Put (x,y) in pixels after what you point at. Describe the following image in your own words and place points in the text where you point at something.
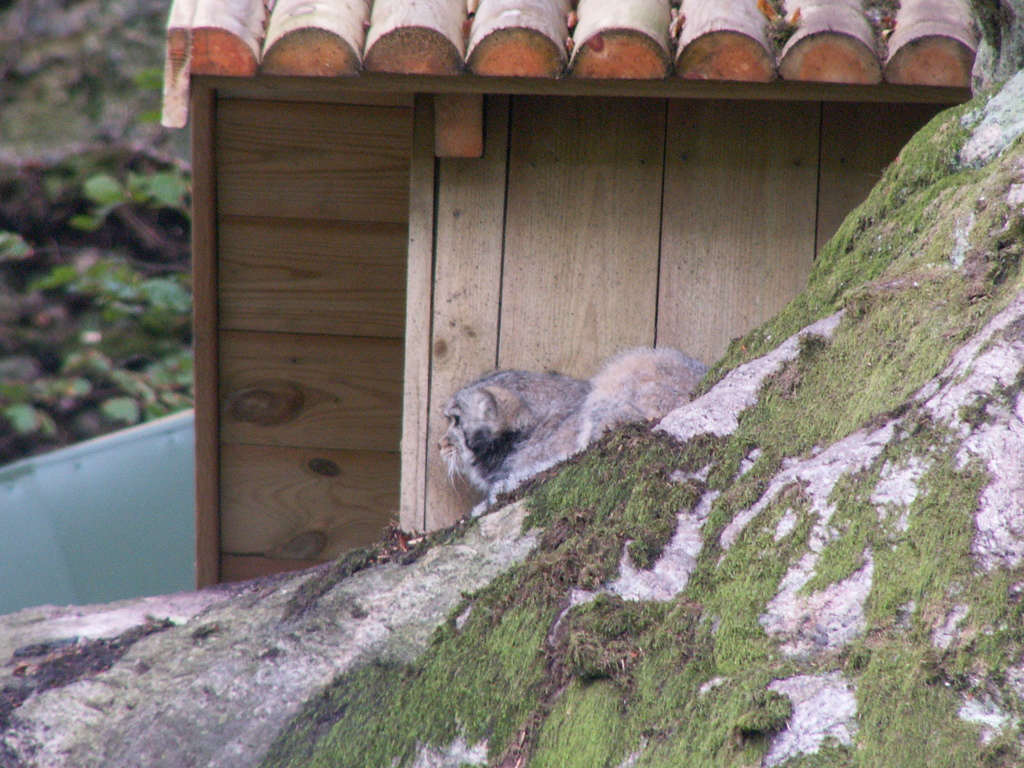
In this picture there is a cat (490,411) in the center of the image (654,365), on a rock (665,424) and there is a roof (419,62) at the top side of the image (271,26).
